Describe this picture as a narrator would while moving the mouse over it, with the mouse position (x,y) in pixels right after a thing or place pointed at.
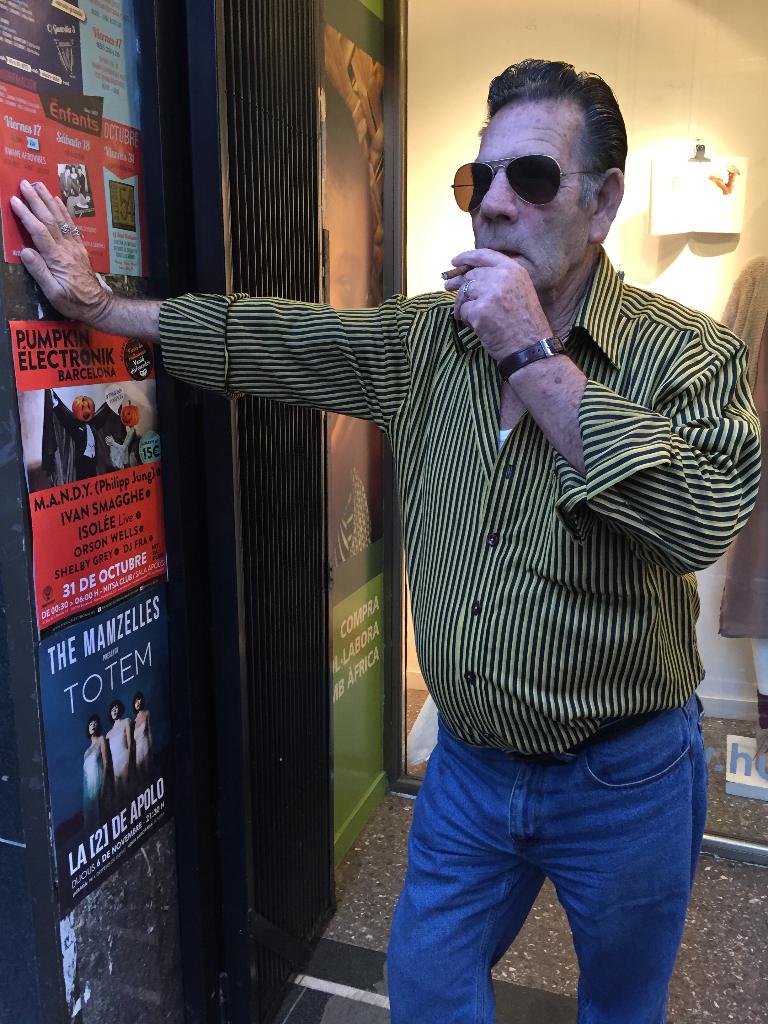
In this image we can see a man (443,331) is standing and holding a cigarette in his hand (479,333) and placed his other hand (42,193) on a poster (13,51) which is on the wall (18,506) and there are posters (86,470) on the wall (10,367). In the background (767,617) we can see a glass (542,12), clothes (736,607) to a mannequin (736,607), light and other objects (238,195).
